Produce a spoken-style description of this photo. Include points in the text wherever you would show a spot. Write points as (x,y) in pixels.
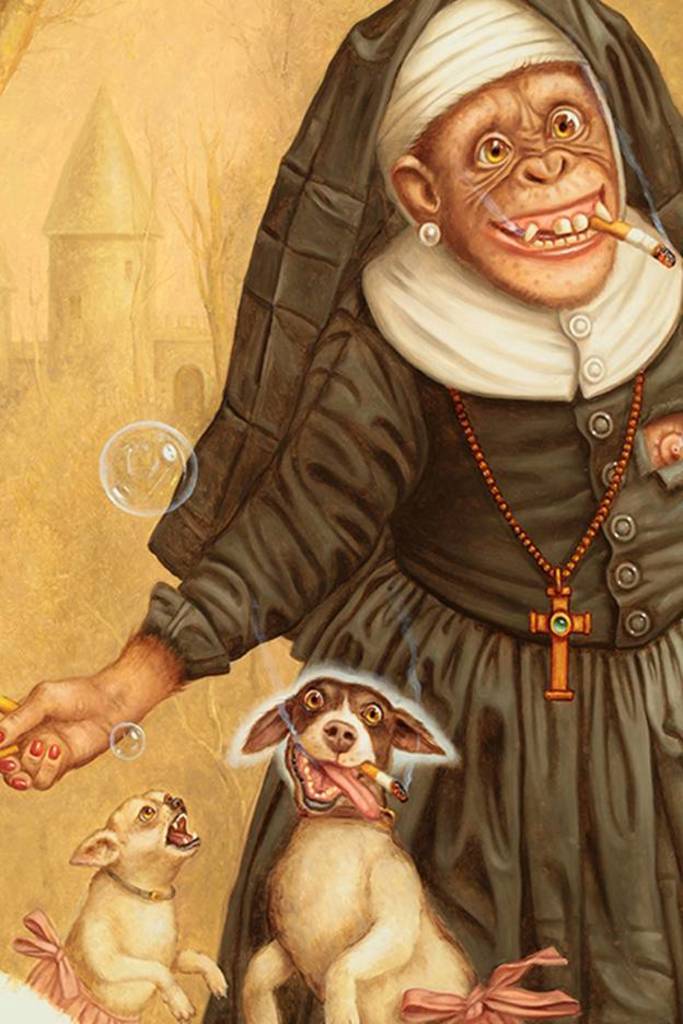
In this image I see the depiction of 2 dogs (355,852) and I see that this monkey (533,250) is wearing a dress (515,321) which is of white and black in color and I see bubbles (163,487) and I see that this dog (344,699) and this monkey (439,165) are having cigarettes (660,261) in their mouths (547,236).
